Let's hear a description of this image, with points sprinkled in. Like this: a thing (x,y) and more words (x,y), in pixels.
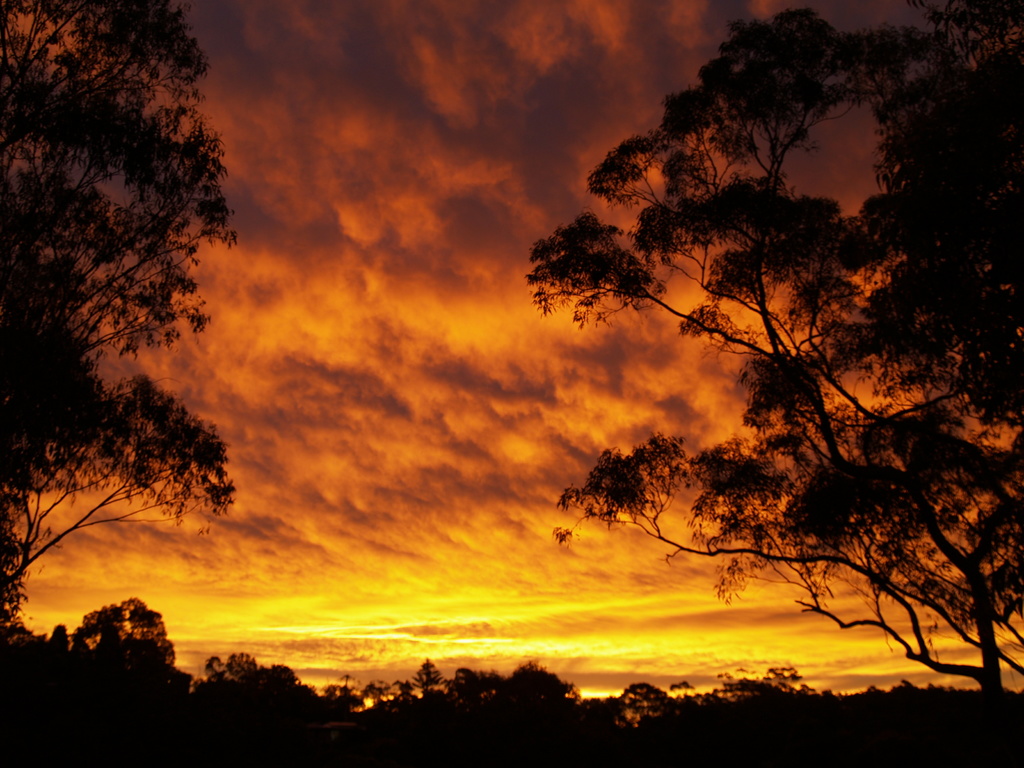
In this image we can see the trees (158,654). In the background (596,326) we can see the sky (449,250) with the clouds (449,250).
